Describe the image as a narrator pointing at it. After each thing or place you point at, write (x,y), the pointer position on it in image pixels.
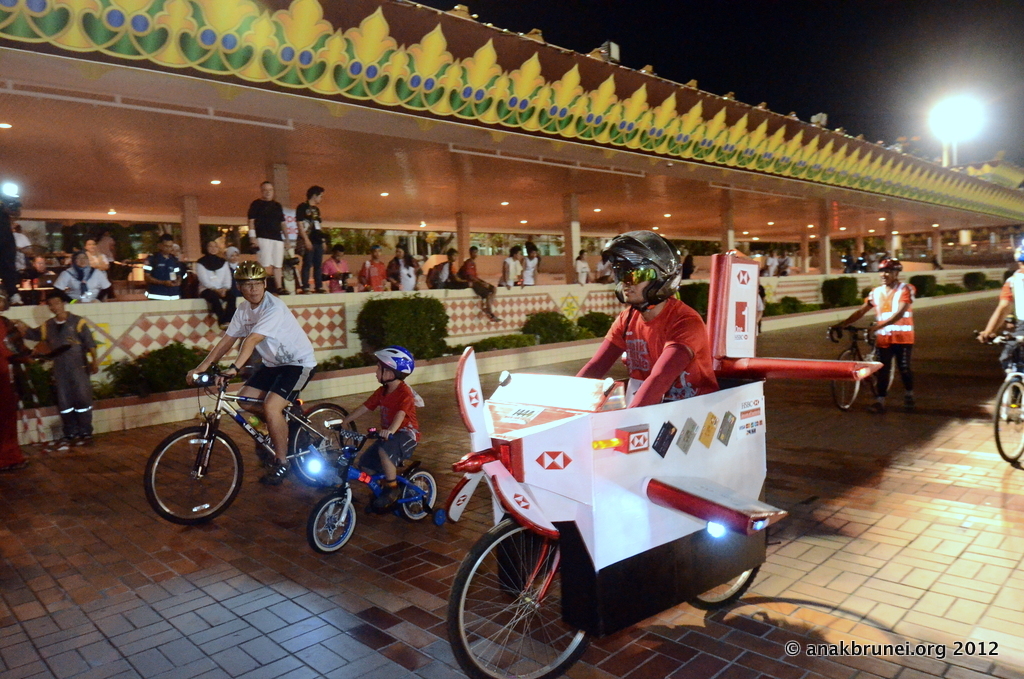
This picture shows few people (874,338) riding bicycles (549,455) and they wore helmets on their heads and we see few people (223,280) standing on the side and watching and we see plants (964,283) and few buildings (543,245) and a pavilion (781,189) and we see text (793,643) at the bottom right corner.
